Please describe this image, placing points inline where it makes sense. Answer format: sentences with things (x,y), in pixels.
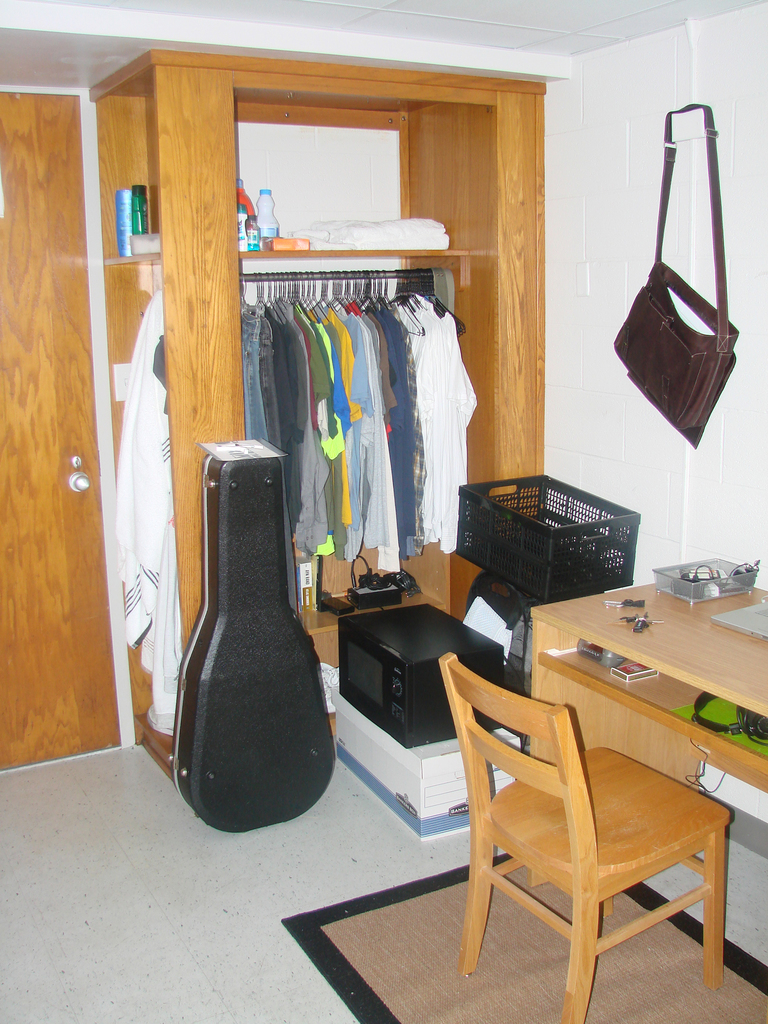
In this picture we can see a table (668,725) and a chair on the right side (641,753), on the left side (81,600) there is a door (92,598), we can see some clothes (417,373) and hangers (374,298) in the middle (423,385), there are some bottles (127,215) on the shelf (183,215), on the right side (668,227) there is a wall (671,232), we can see a bag (678,290), at the bottom (422,691) there is a basket (548,559) and an oven (422,679), there is a guitar case (287,669) in the middle (279,634).
